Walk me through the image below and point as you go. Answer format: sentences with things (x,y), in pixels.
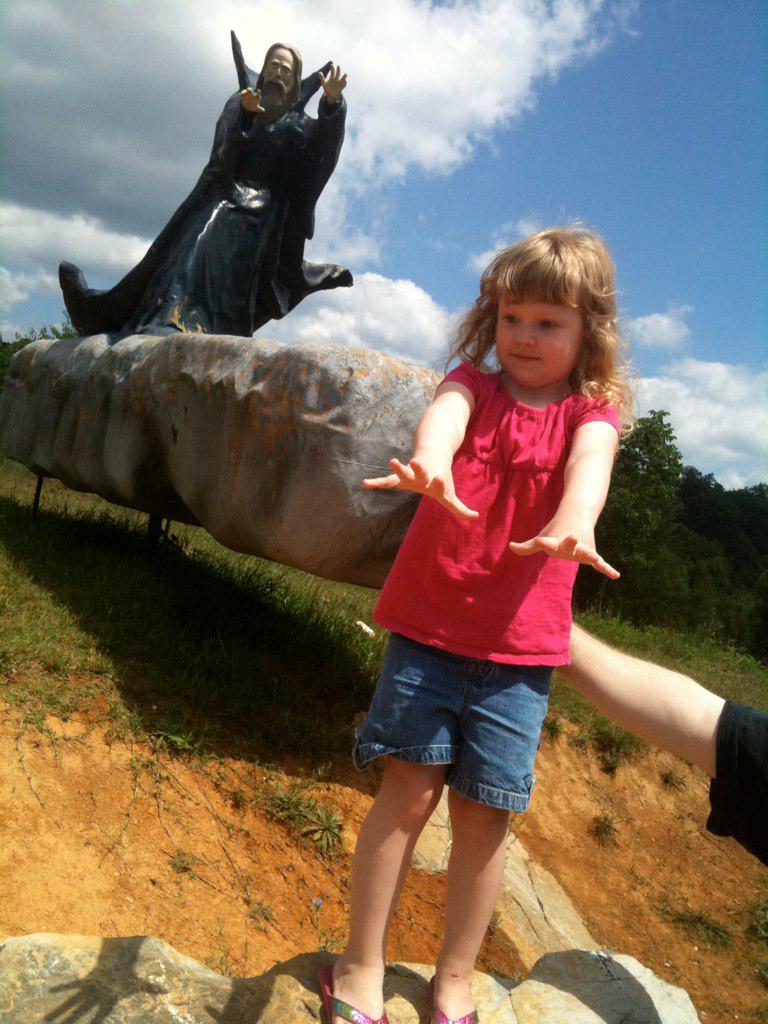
In the image I can see the ground (201,733), few rocks (629,995) and on the rocks (634,987) I can see a girl (517,569) wearing red and blue colored dress (481,589) is standing and a hand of another person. In the background (242,389) I can see few rocks (127,390), a statue (271,220), few trees (663,448) and the sky (534,161).
